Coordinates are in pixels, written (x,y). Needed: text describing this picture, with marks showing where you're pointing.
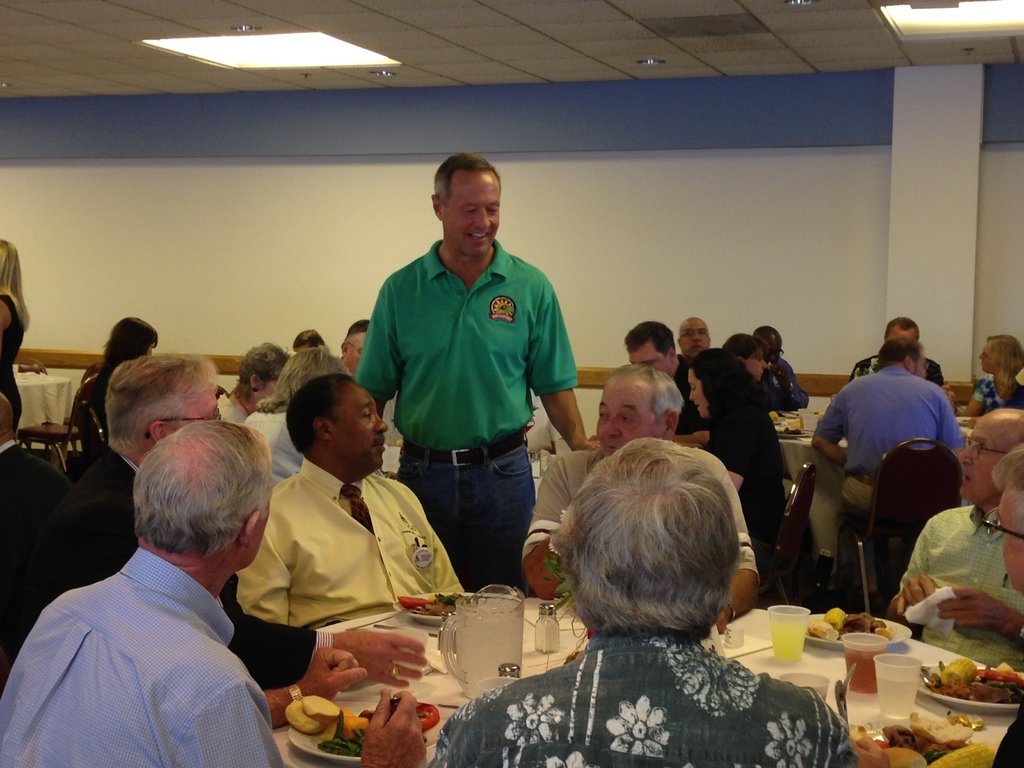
In this image there are tables (799,469) and people (326,594) sitting around the tables (567,652). In the center of the image (541,325) there is a man (456,312) standing and talking. On the table (883,722) there are glasses (912,684), plates (927,680), jugs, jars (552,646) and some food (931,717). We can also see lights (227,59) at the top (234,40). In the background (647,197) there is a wall (654,218).
